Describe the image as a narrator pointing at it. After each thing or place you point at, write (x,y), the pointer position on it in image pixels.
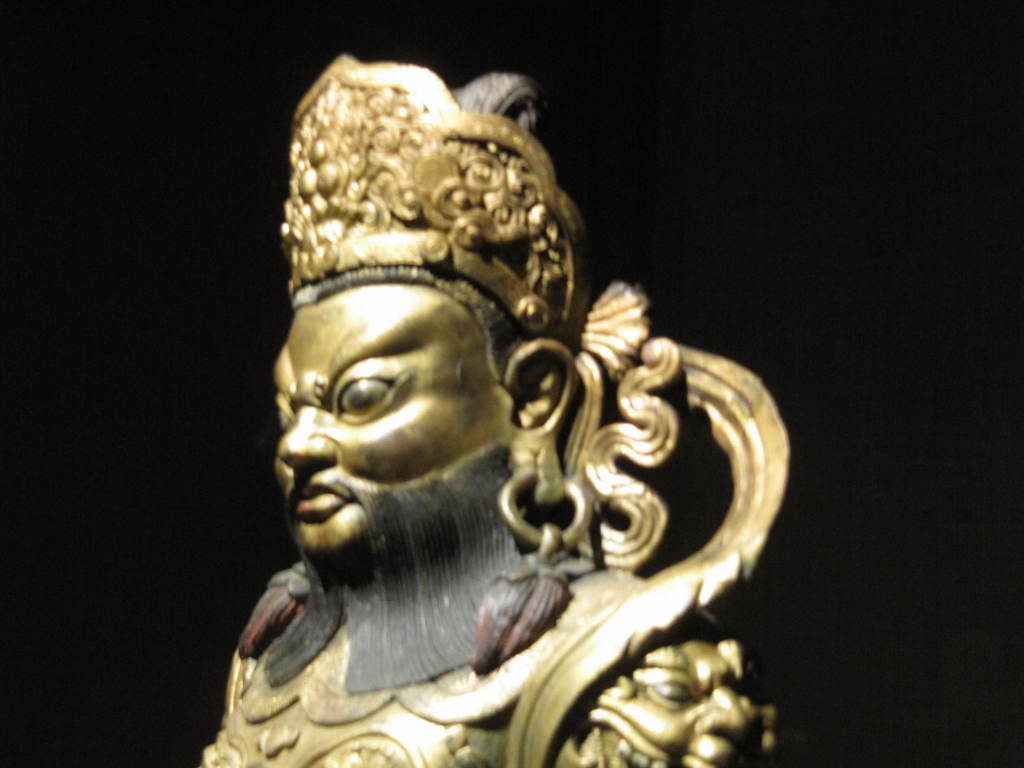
In this image there is a metal statue (500,460) and the background (818,760) is black.
